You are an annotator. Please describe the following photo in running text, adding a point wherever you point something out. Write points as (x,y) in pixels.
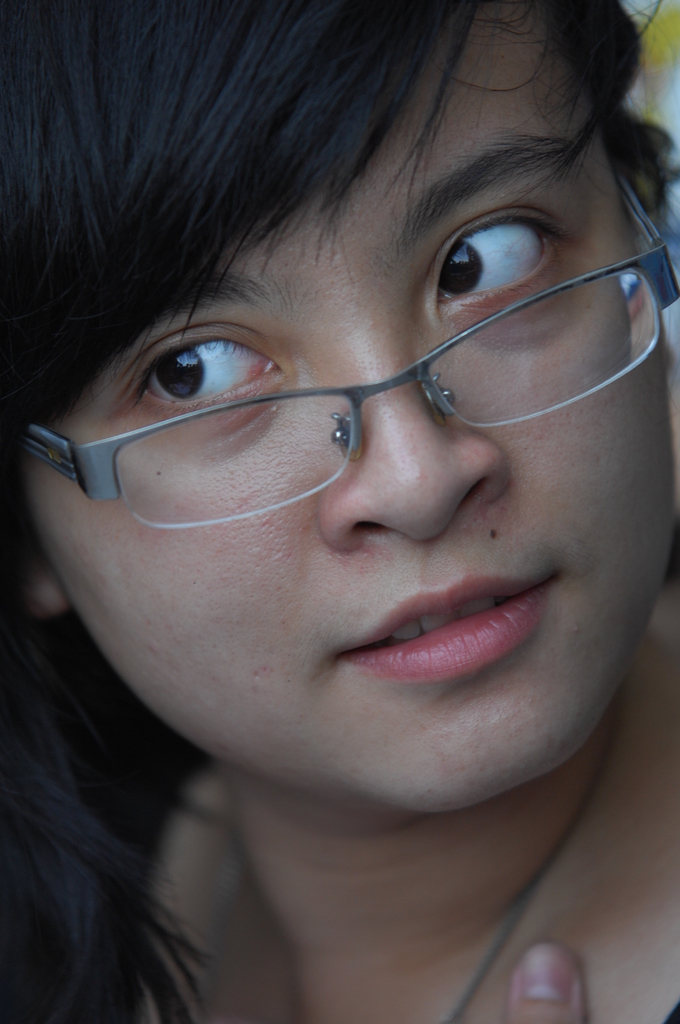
In this image there is a person (359,514) wearing spectacles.
